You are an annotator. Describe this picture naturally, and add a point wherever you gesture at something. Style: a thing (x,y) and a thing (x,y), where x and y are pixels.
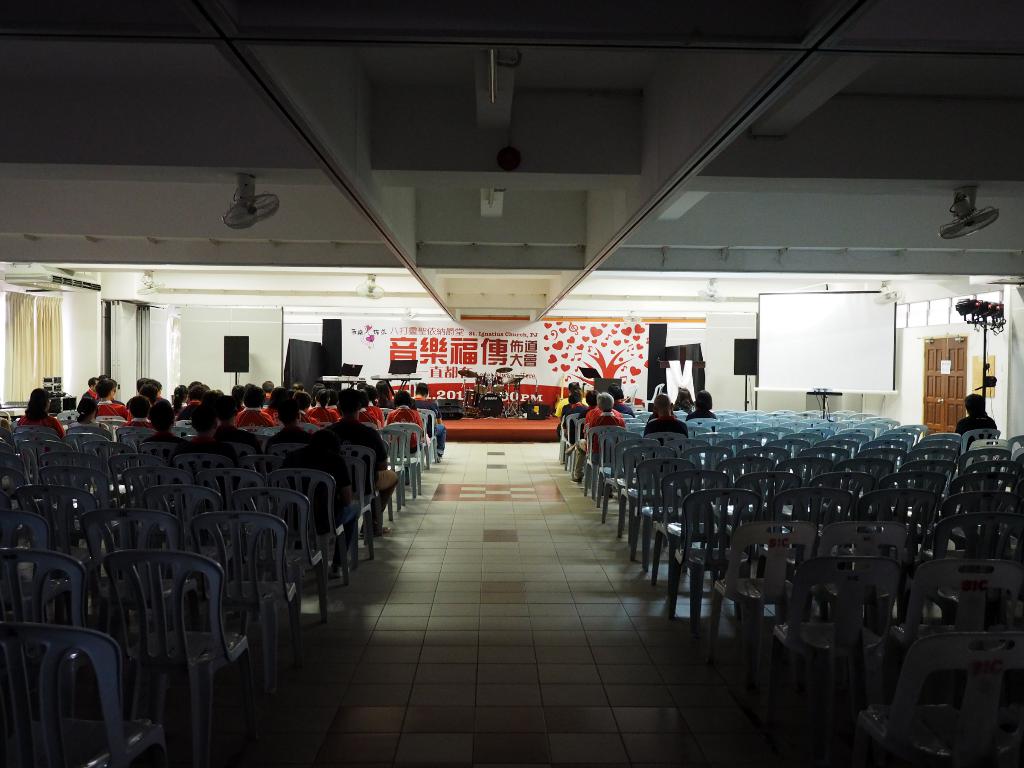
In this picture we can see a group of people (242,426) sitting on chairs (260,488) and these chairs (734,529) on the floor (413,591) and in the background (453,379) we can see speakers (749,352), projector screen (776,353), banner (560,359), musical instruments (323,377), curtains (7,352), wall (973,361), fans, doors (953,381) and some objects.
